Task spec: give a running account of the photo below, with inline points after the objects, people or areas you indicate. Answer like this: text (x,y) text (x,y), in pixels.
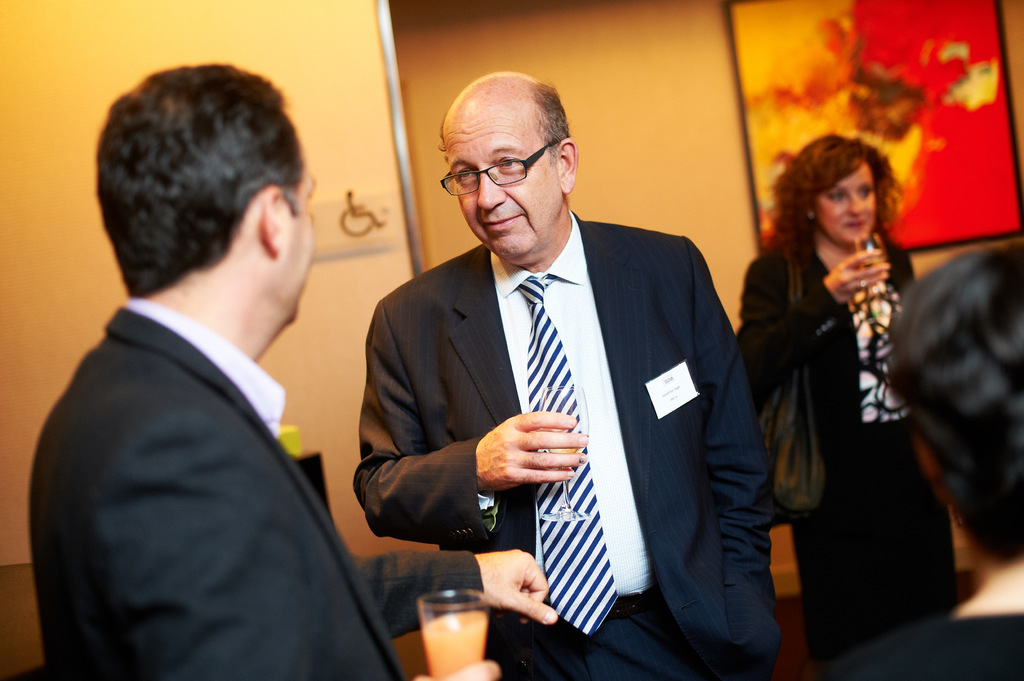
In the picture we can see two men (530,672) are standing facing to each other, they are holding glasses (470,600) with drink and they are in blazers (237,628), ties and shirts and behind them, we can see a woman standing with glass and he's also in blazer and handbag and near to her we can see a person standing and in the background (939,13) we can see a wall (77,240) with a painting (885,30) on it.
